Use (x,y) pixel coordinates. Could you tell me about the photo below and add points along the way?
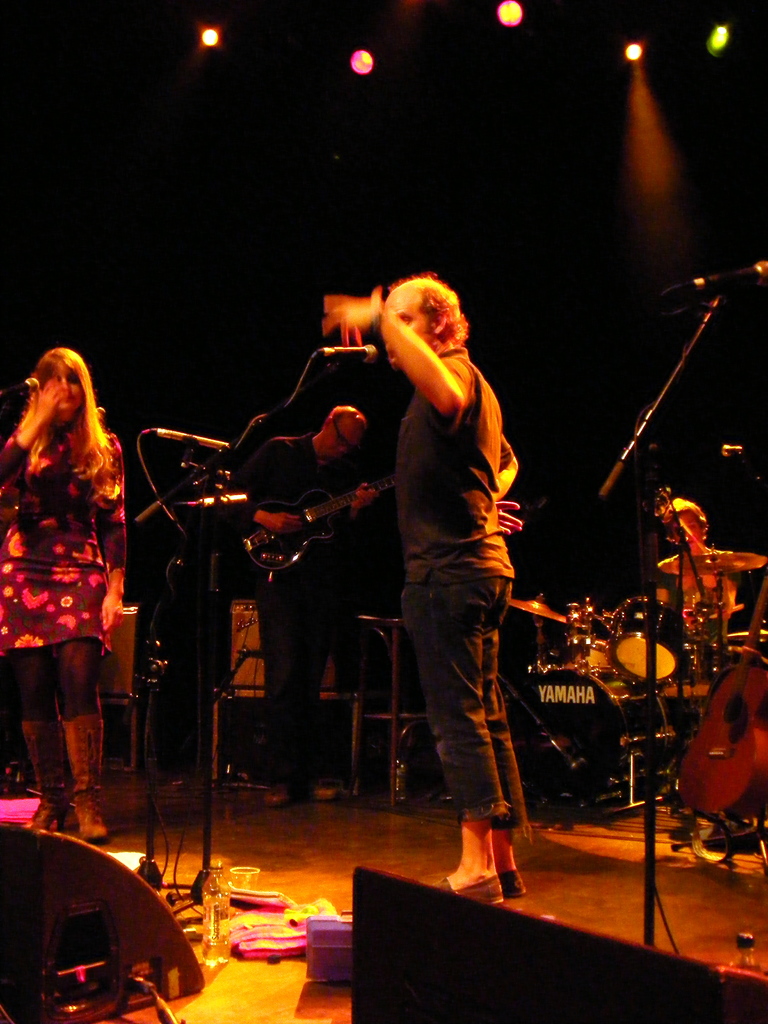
In This image, there is a man (441,516) standing in the middle (462,466) and a woman (37,623) standing in the left side (65,613), In the background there are some music instruments (695,564) and a black color wall (588,361).
